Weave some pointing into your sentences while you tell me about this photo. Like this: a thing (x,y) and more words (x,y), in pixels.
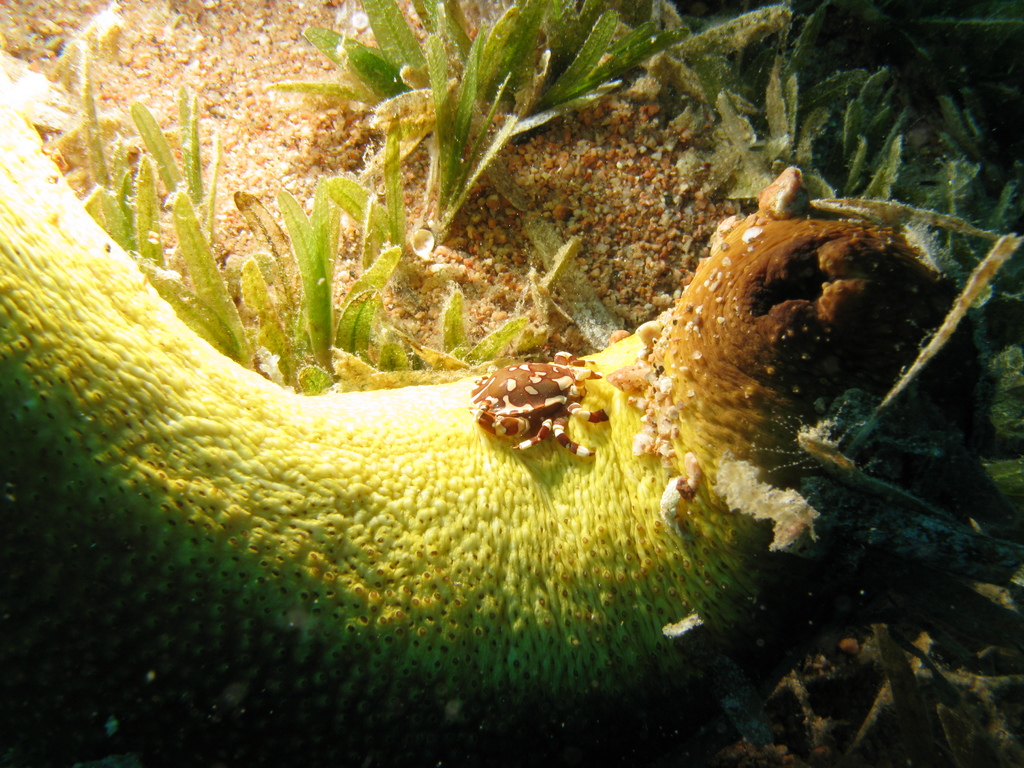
In this image there are underwater creatures (441,420), plants (791,84) and sand (275,13).
